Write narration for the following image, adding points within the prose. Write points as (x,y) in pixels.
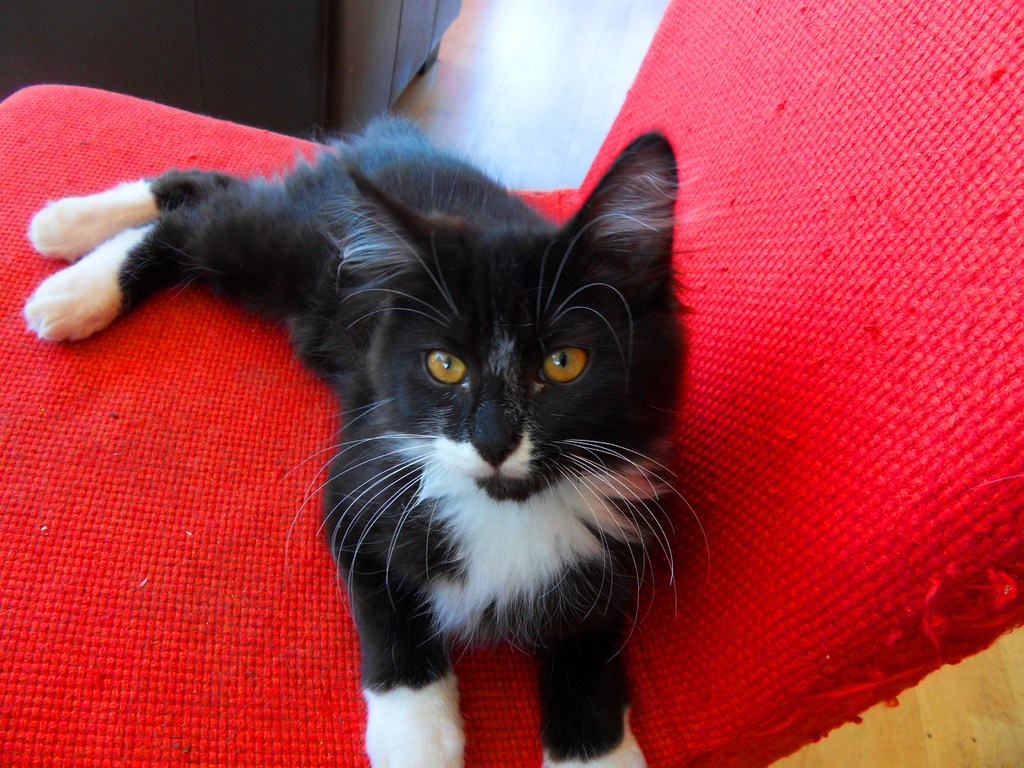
In the image there is a black cat (458,300) lying on a red chair (37,622).
